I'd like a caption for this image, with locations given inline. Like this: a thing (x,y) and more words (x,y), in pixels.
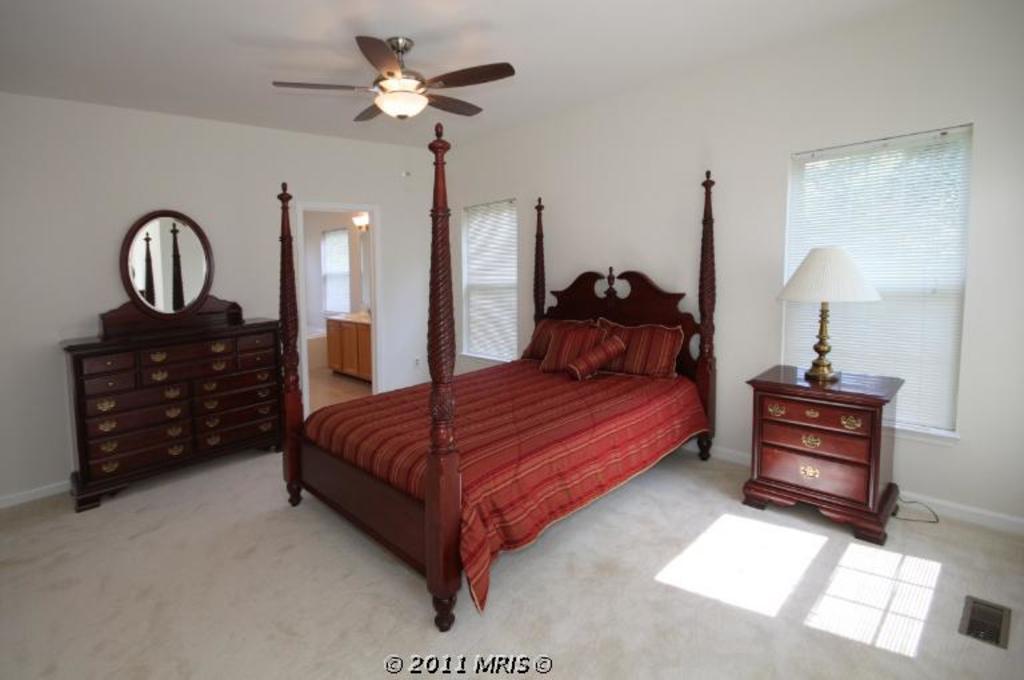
Fan (383,82) is attached to the rooftop (422,49). These are windows (795,251). A bed (368,454) with pillows (652,357). On this table (836,414) there is a lamp (819,337). A mirror (199,246) with cupboard (213,394). Bottom of the image (487,657) there is a watermark (454,657). Inside this room (359,333) there is a wooden cupboard (338,336).
